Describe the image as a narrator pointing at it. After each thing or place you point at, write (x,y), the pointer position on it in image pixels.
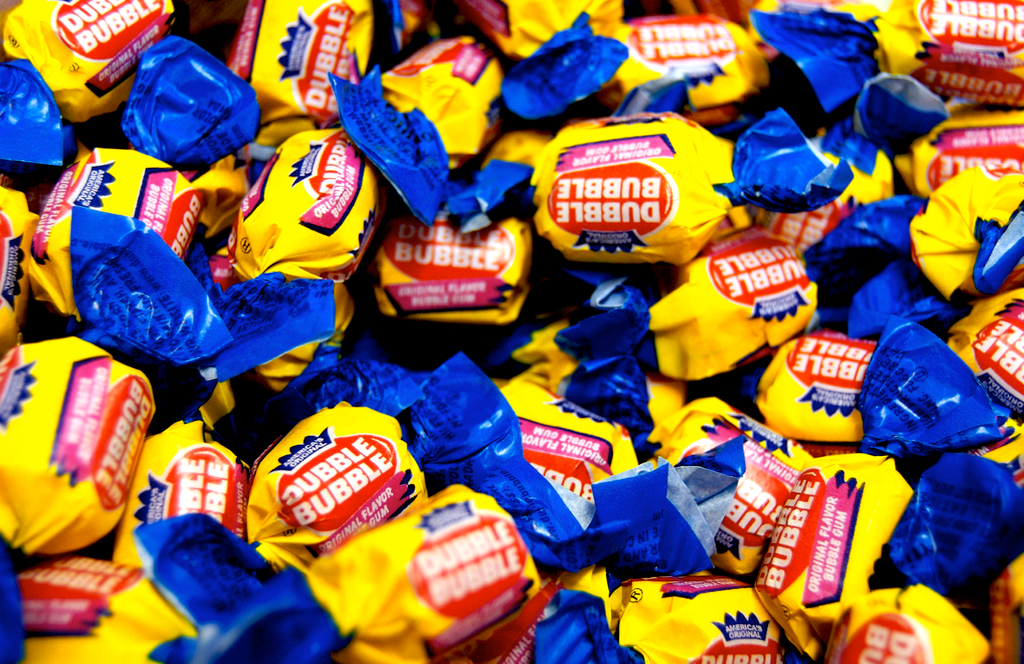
In this picture I can see there are few candies (578,488) and they are wrapped with yellow and blue papers (455,406). There is something written on it.
